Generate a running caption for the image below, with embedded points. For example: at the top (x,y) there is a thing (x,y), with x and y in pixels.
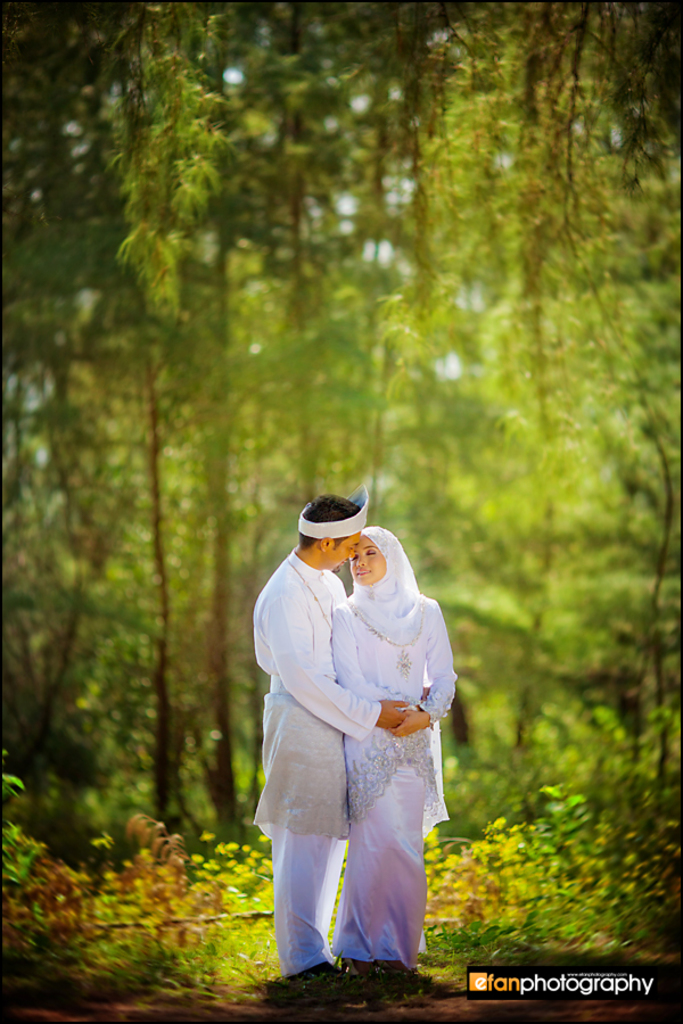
In this picture I can observe a couple (272,822) standing on the land (159,1001). Both of them are wearing white color dresses (395,670). On the bottom right side (554,993) there is a watermark (545,970). In the background (527,714) there are trees (173,688) and plants (261,876).
